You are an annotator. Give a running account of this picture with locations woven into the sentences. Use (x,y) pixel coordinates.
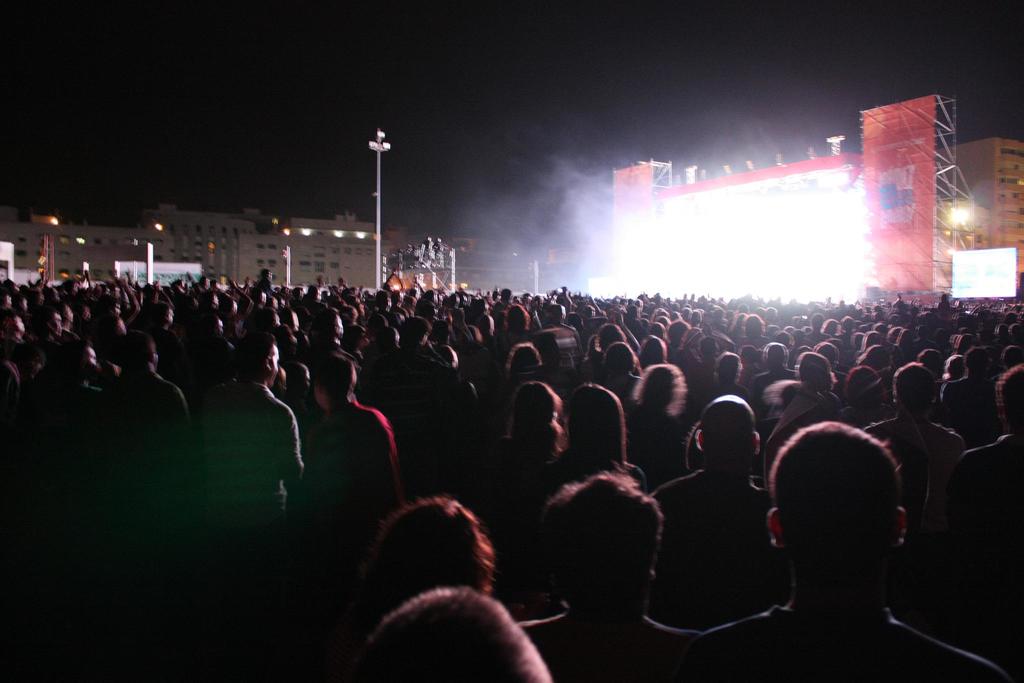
We can see group of people (270,276). In the background (232,242) we can see buildings (360,248), stage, smoke (490,235) and lights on pole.
